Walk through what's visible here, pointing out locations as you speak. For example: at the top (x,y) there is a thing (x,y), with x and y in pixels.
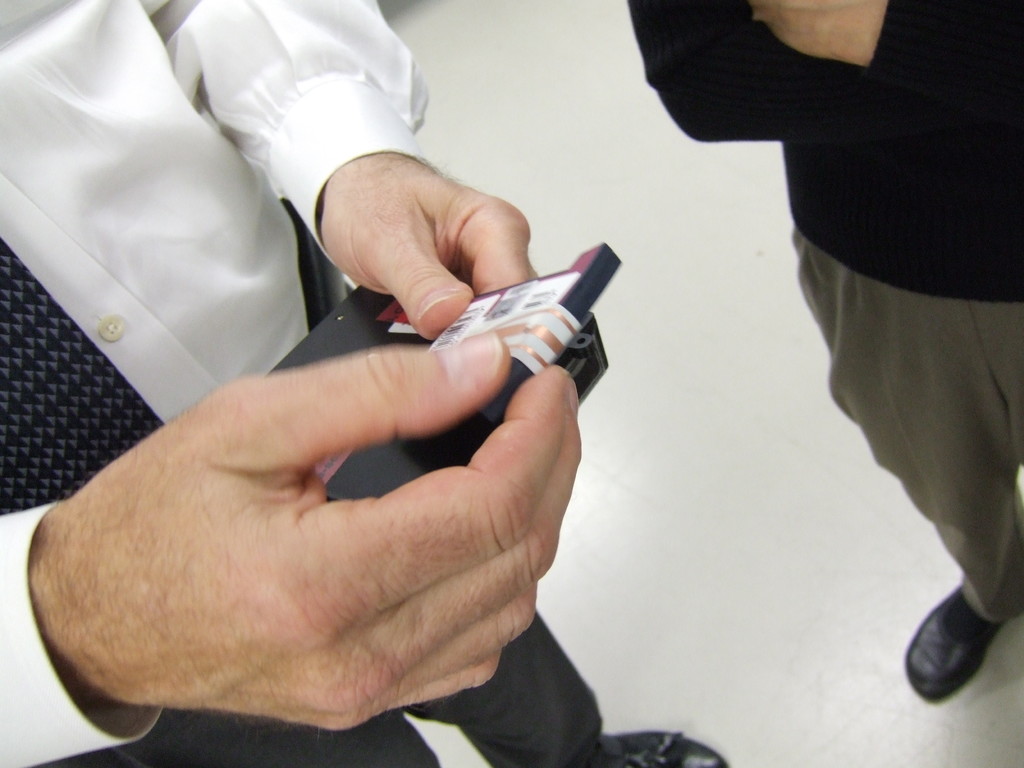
In this image we can see two persons (785,19). At the bottom of the image (686,685) there is floor (815,699).
